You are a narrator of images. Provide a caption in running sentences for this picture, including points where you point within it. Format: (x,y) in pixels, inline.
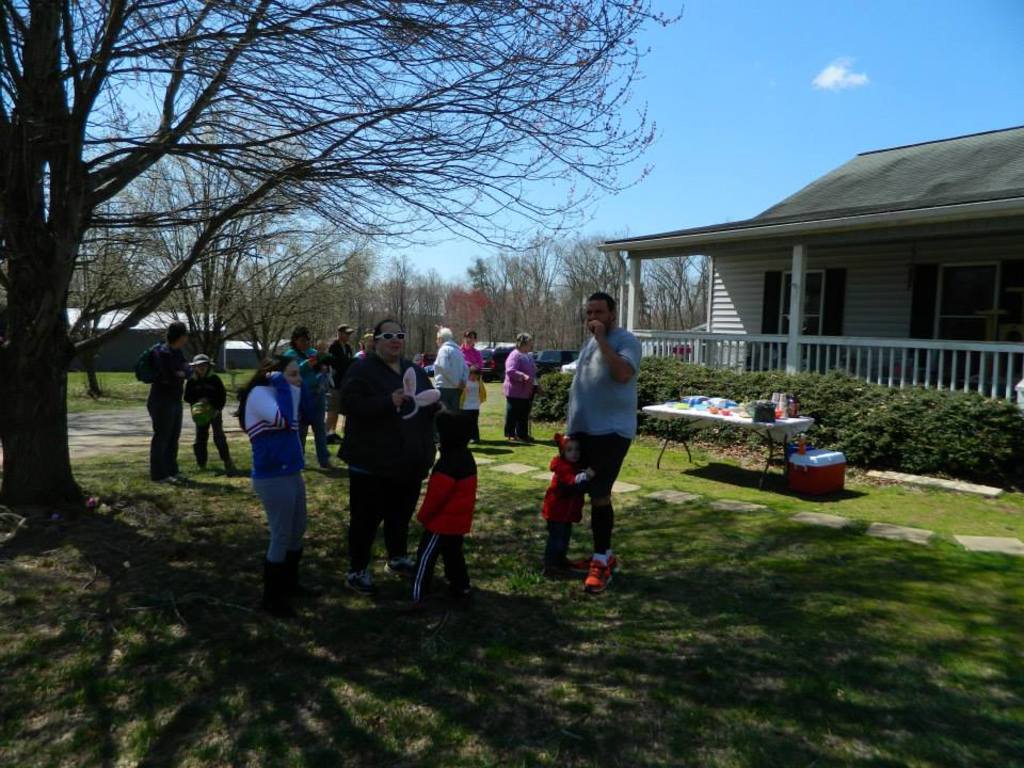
In the foreground of this image (257,485), there are people (393,428) standing on the grass land (370,600). On the left (75,329), there is a tree (75,329). On the right (912,318), there is a house (938,345), few plants (902,398), few objects (782,401) on the table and a red basket (825,491) on the grass land (856,499). In the background (513,293), there are trees (353,296), shed (243,358), few vehicles (484,349), sky (778,72) and the cloud (835,74).
